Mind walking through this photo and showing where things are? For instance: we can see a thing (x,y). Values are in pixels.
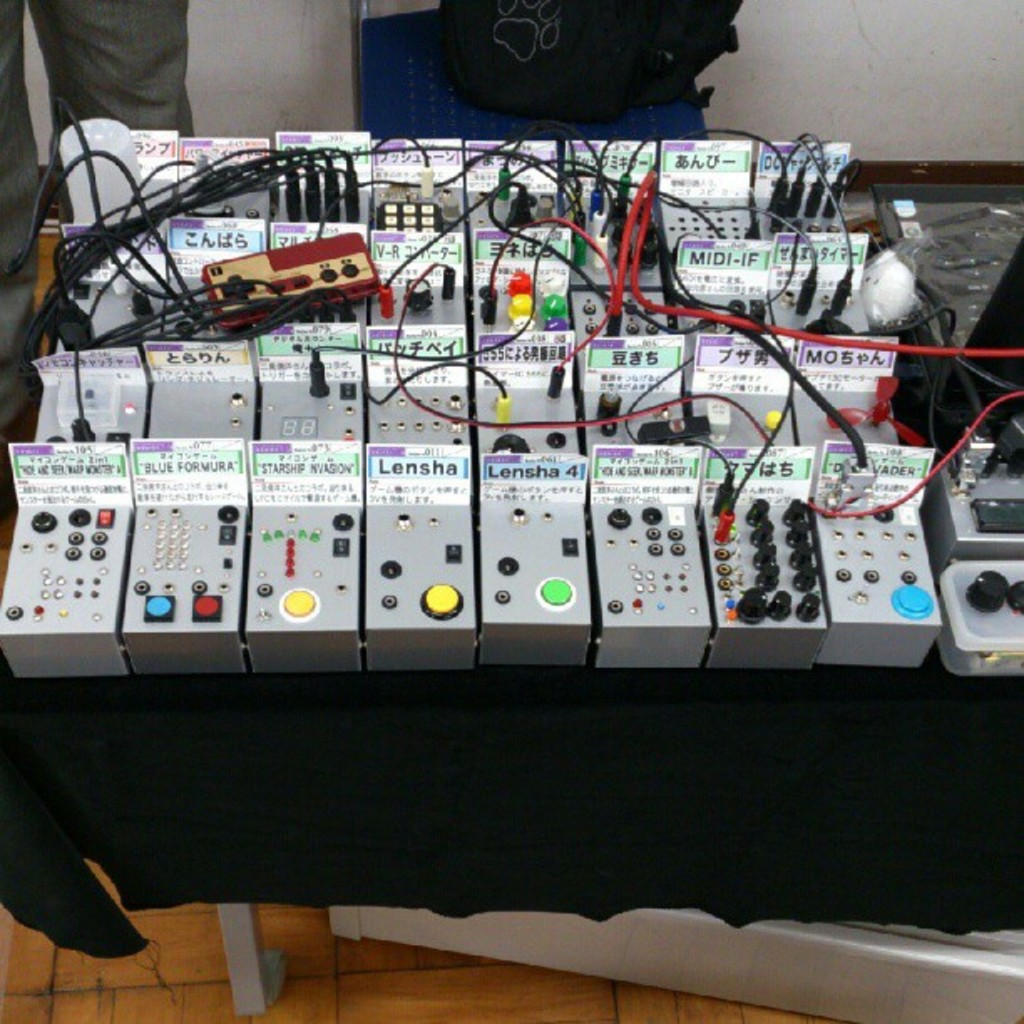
In the image on the black color cloth (259,814) there are many meters boxes (117,473) with black and red color wire (287,300). On the meters (246,413) there are few buttons (161,608) and connectors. On the right side of the image (979,635) there are few plastic boxes (969,645) and a bag (942,294). At the top of the image (408,97) on the chair (509,134) there is a black bag (480,53) and also we can see the person legs (17,56).
